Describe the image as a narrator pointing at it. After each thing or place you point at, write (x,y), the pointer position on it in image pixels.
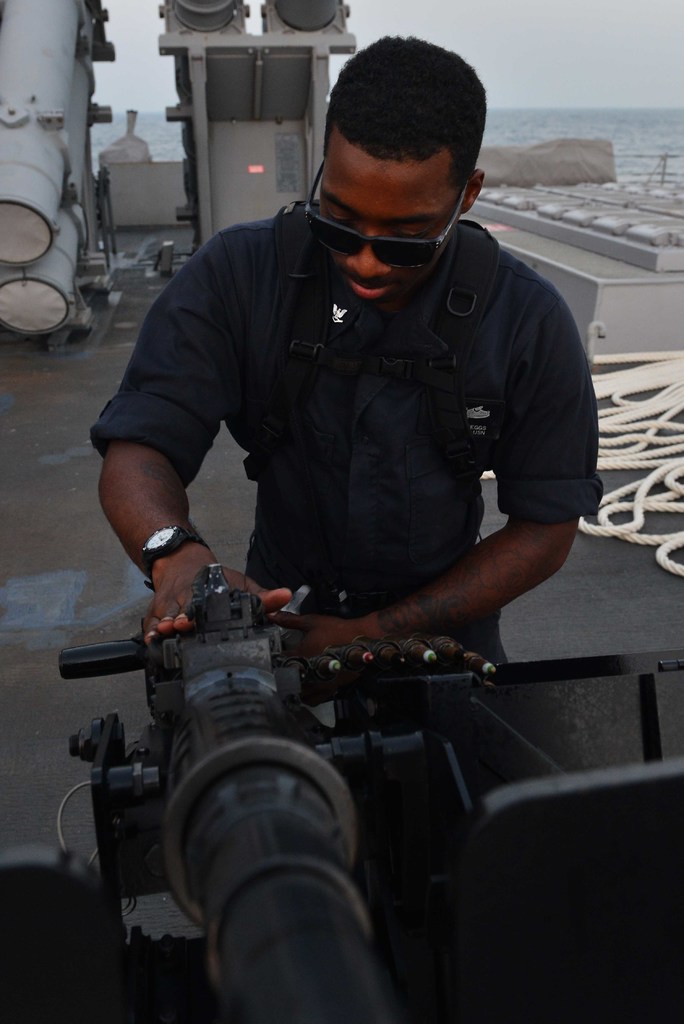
In this image we can see a man (569,454) is holding a weapon (317,739) in his hands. In the background (317,21) there are metal objects (11,143), rope (639,534) on the floor (621,639), water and sky (522,53).
